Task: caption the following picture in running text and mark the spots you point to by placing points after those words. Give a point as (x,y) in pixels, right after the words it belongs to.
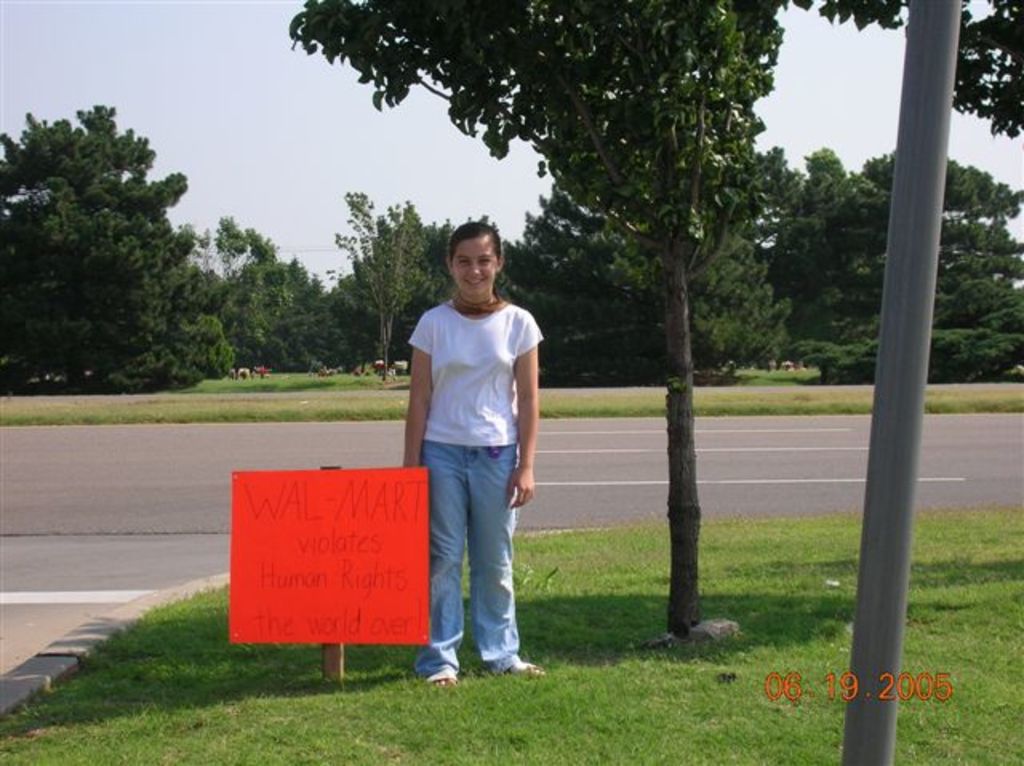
In the image there is a girl (443,395) in white t-shirt (443,395) and jeans (480,544) standing beside a ad board (292,531) on the grassland (631,639) with trees (668,178) beside her and beside her there is road (101,531) with plants (169,360) and trees (102,362) in the background (705,359) and above its sky (167,88).
